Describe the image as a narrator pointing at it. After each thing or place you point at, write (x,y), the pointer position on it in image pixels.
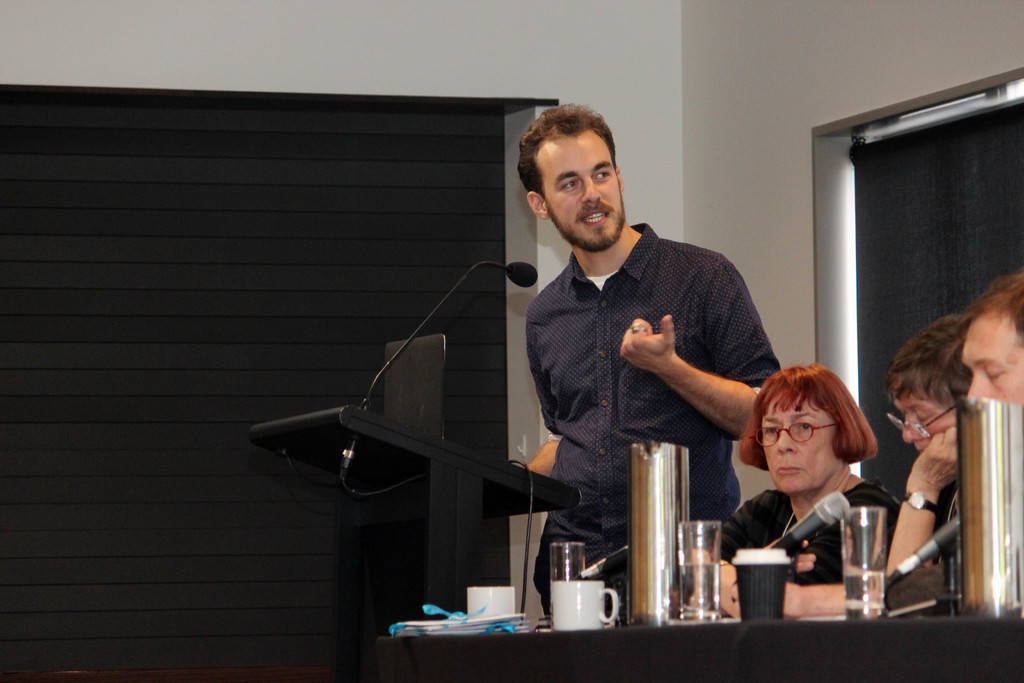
In the picture I can see a person (569,422) standing and speaking in front of a mic (453,292) which is placed on the stand (393,441) and there are few persons (766,460) sitting beside him and there is a table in front of them which has few mics (832,507), glass of water (714,537) and some other objects (764,557) on it.
